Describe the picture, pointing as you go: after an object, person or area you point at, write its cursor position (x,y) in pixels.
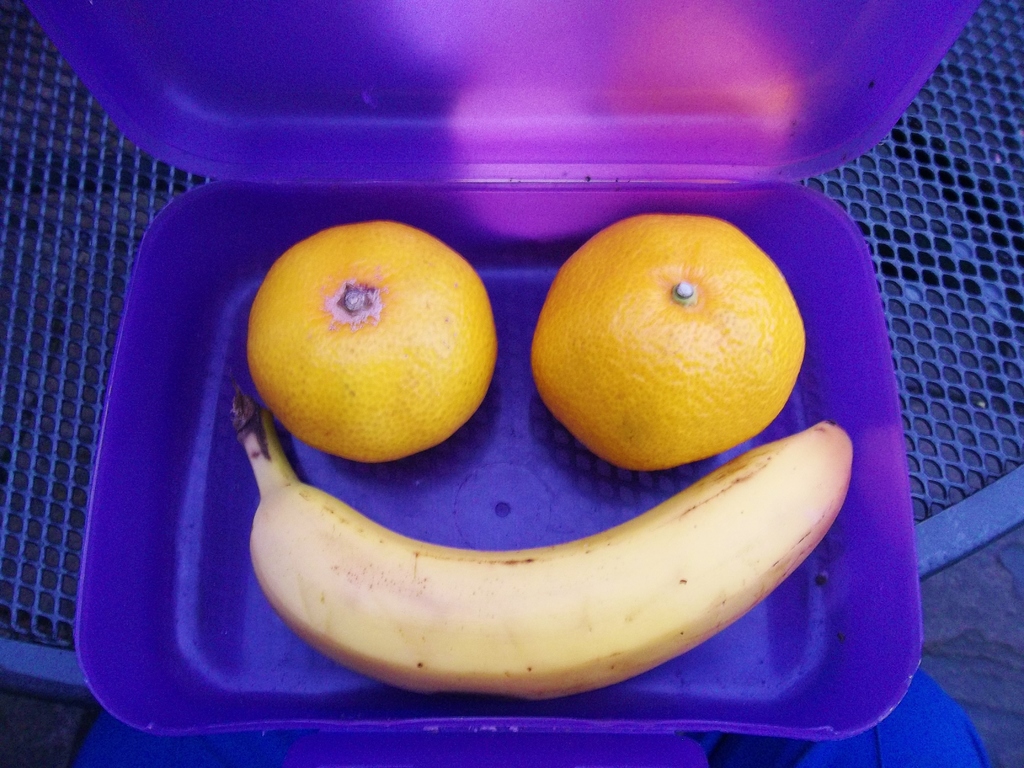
Here in this picture we can see a plastic box (148,320) present on a table (60,580) over there and in that we can see a couple of oranges (473,300) and a banana (776,536) present over there.
